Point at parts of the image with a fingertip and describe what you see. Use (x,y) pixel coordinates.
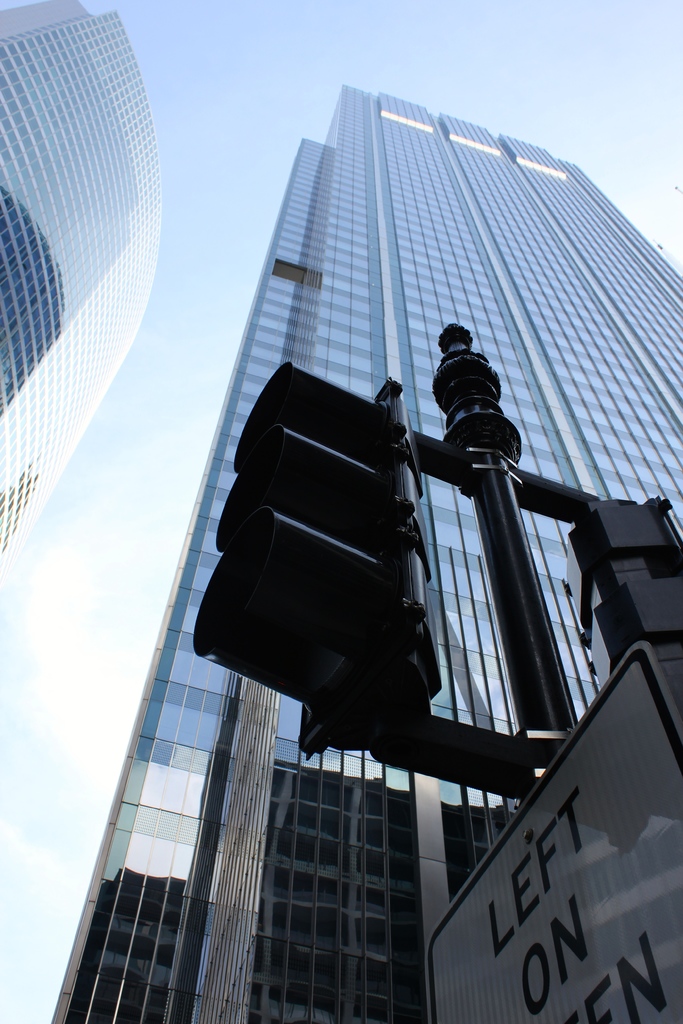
In this picture we can see two buildings (436,258), on the right side (528,600) there is a pole (509,597), a board (682,787) and traffic lights (312,511), we can see the sky (278,140) at the top of the picture (315,84).
